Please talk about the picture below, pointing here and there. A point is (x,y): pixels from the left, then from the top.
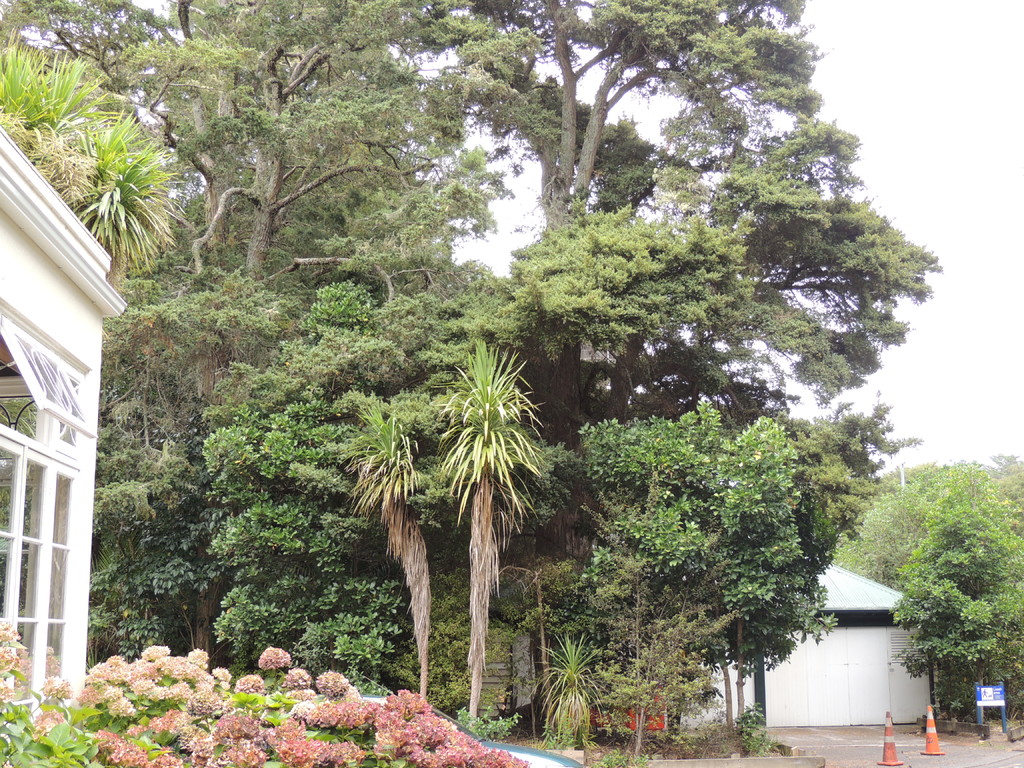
In this image, we can see so many trees (532,510), plants (276,728), traffic cones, walkway (804,727), shelter (871,626) and glass objects (59,493). In the background (1007,279), there is the sky (999,452).
